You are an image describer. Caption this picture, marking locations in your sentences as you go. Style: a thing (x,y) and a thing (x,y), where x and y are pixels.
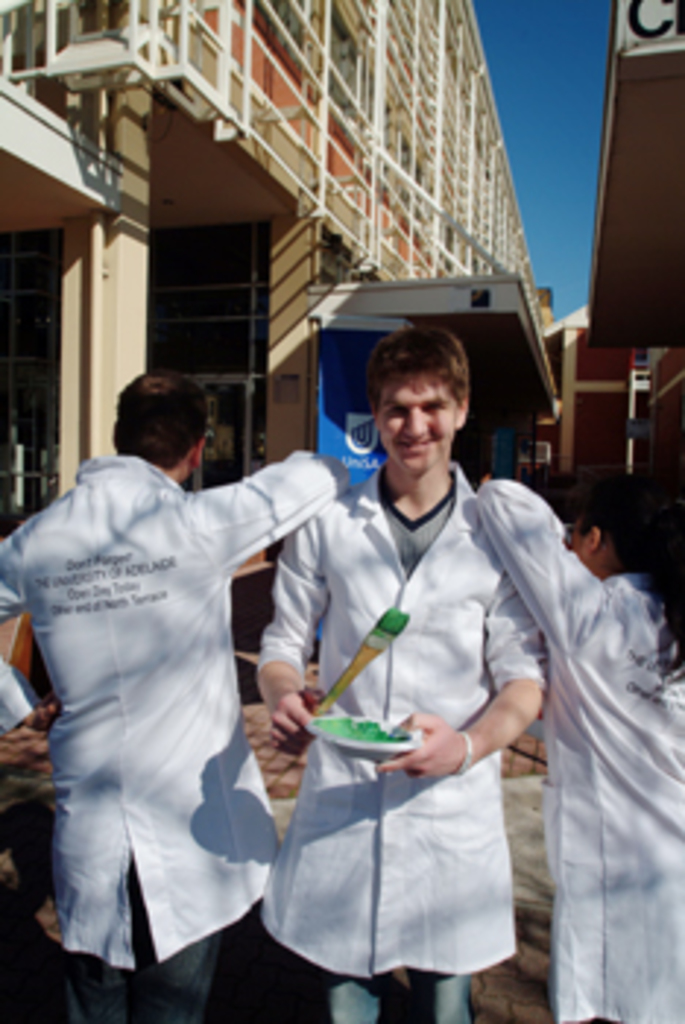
As we can see in the image there are three people (147,685) wearing white color jackets (216,643) and standing in the front (393,699). There is buildings (119,90), banner (326,372) and sky (577,170).
